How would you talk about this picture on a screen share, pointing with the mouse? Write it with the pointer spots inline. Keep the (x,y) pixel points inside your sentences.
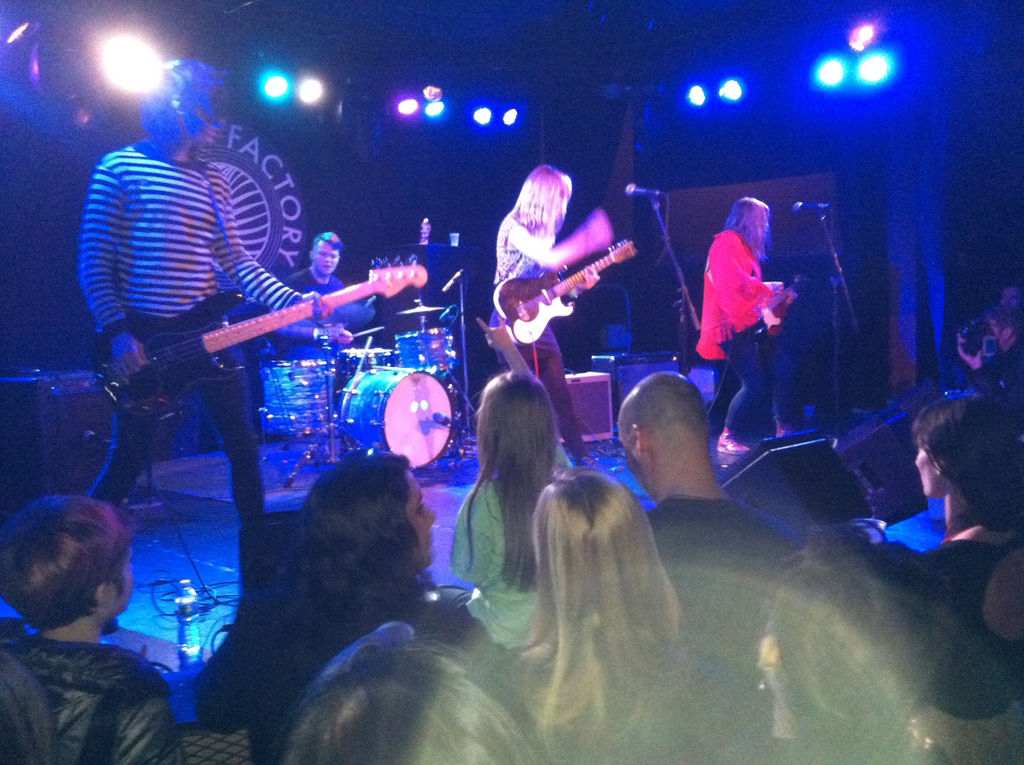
At the top of the image (522,235) we can see people (359,310) standing on the dais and holding musical instruments (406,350) in their hands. In the background (329,147) there are electric lights (829,82), curtain (414,126), side table (443,252), cables (197,594), disposable bottles (188,621) and mics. At the bottom of the image (534,626) we can see people (589,607) standing on the floor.
